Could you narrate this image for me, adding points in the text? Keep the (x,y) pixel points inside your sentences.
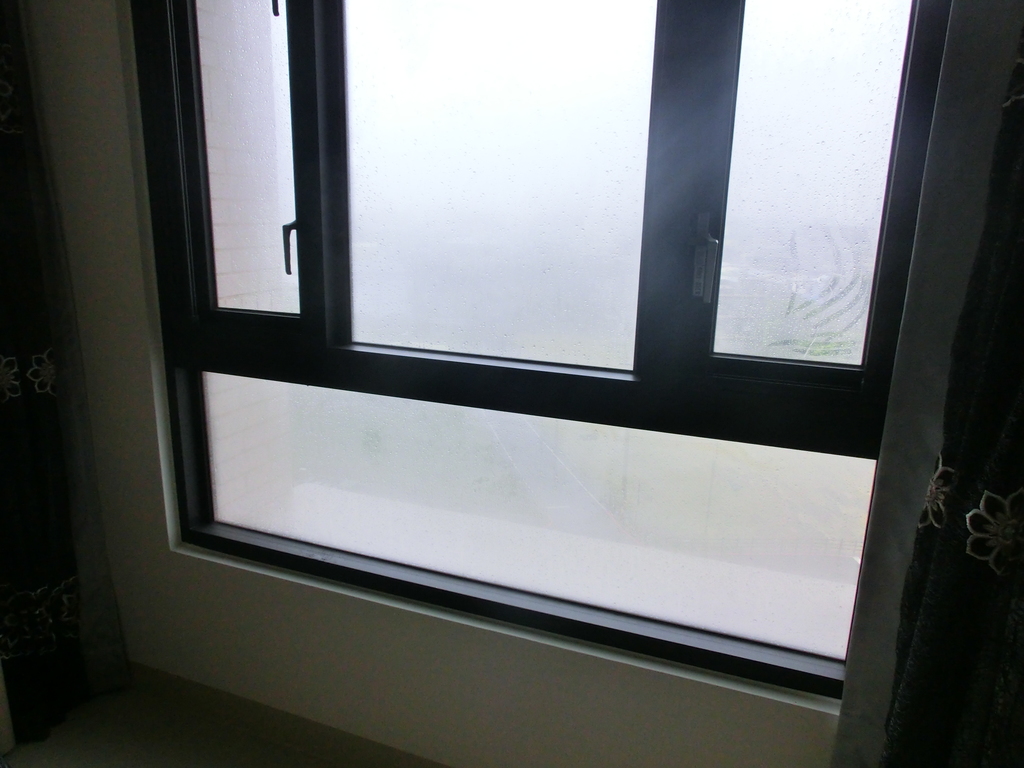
In this image in the center (443,511) there is one window (391,434) and on the right side (973,482) and left side (88,542) there are some curtains (51,317) and wall (390,691), at the bottom (212,735) there is a floor (266,744).
